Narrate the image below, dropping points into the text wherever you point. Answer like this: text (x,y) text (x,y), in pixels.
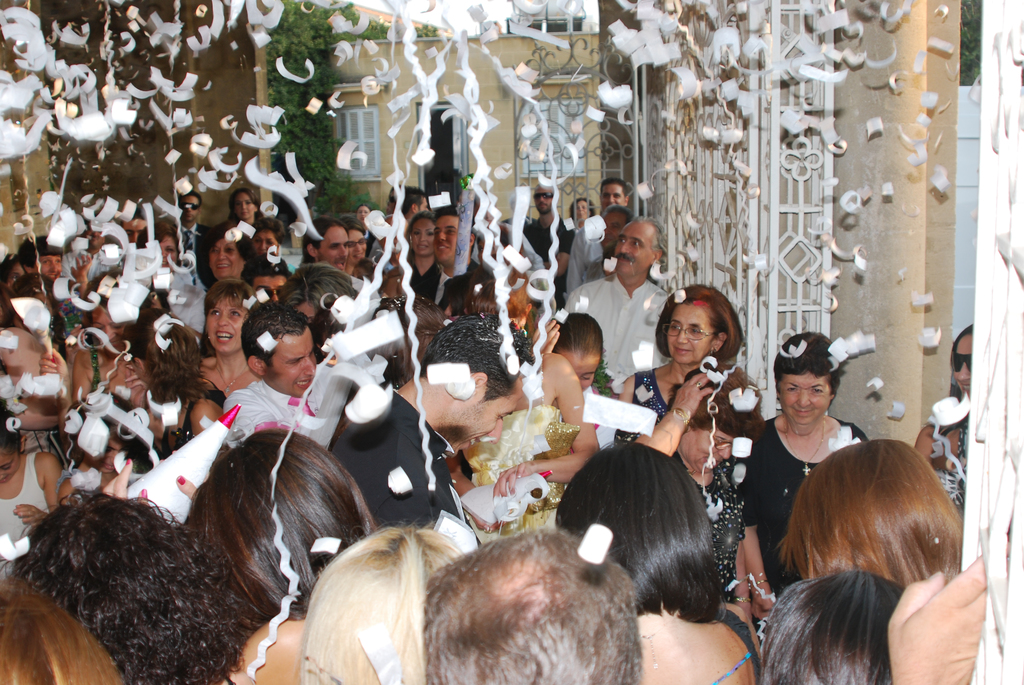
In this image there are people (370,488) and we can see streamers (544,129). In the background (555,149) there is a building (448,164), tree (301,28) and a grille (711,222).
